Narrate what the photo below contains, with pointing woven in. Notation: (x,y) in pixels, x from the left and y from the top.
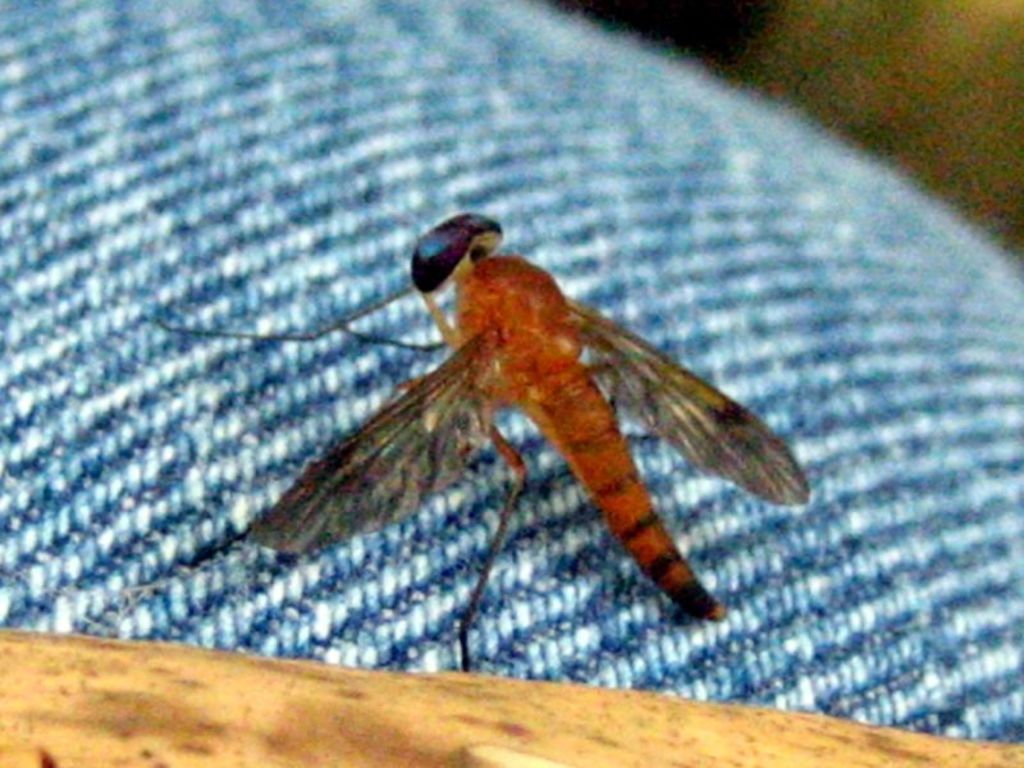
In this image I can see an insect (484,434) on a blue color cloth (361,413).
